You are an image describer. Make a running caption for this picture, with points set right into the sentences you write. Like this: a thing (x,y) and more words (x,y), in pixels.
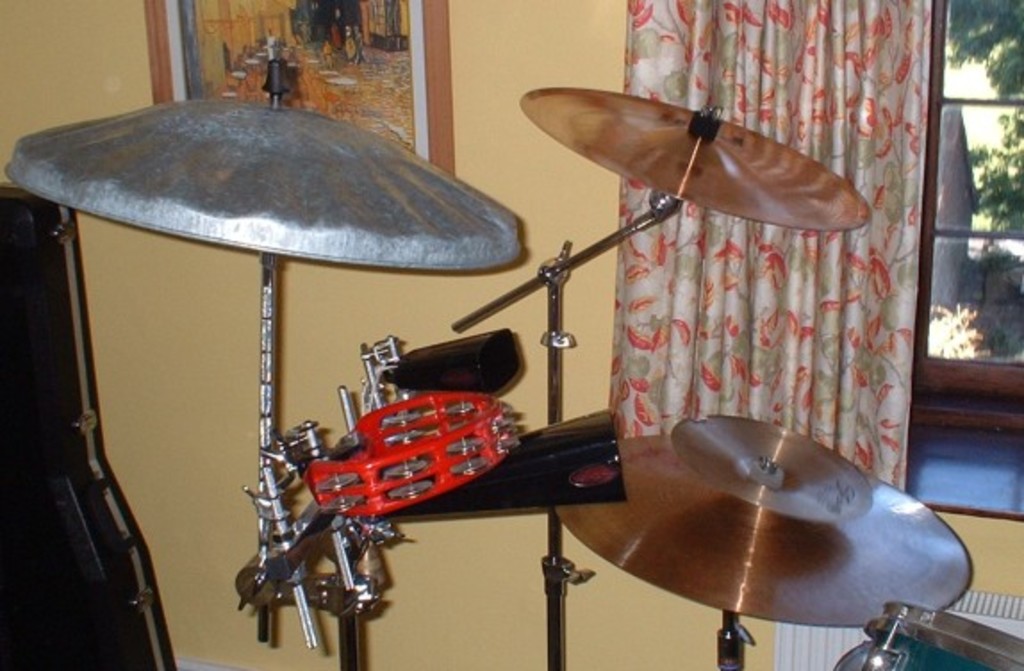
This is an inside view. Here I can see some musical instruments (501,421). On the right side (726,46) there is a curtain (795,327) to the window (996,161). At the top of the image (352,56) there is a frame (379,62) attached to the wall (478,52). Through the window (992,176) we can see the outside view. In the outside there are few plants (1001,152).
